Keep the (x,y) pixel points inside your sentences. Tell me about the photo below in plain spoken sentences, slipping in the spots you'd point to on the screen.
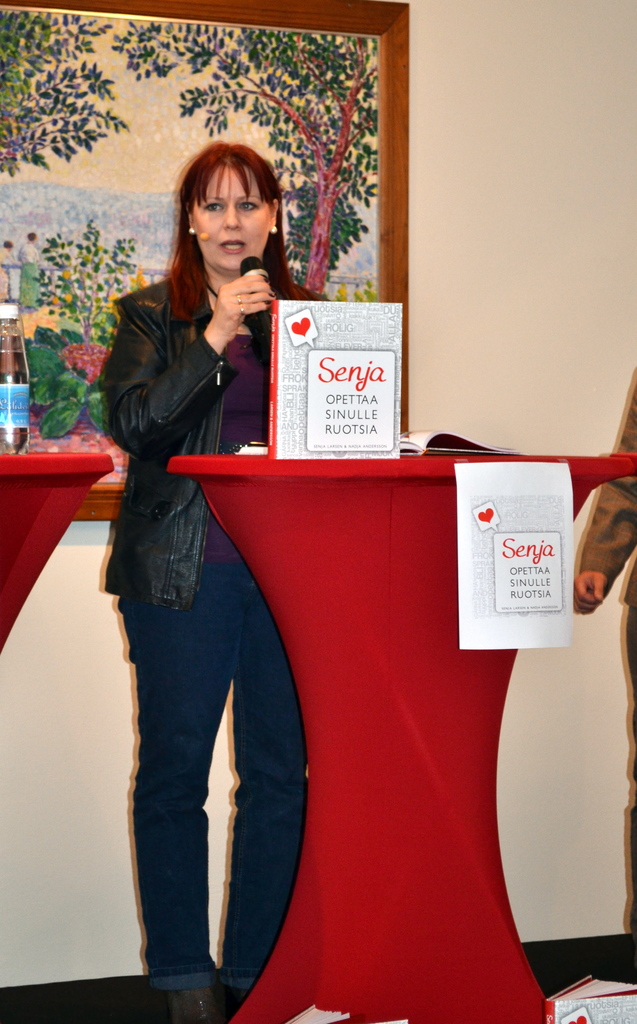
In this image there is a woman (202,347) standing and speaking in a mic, in front of the woman (215,442) on the podium (535,458) there are some objects (394,446), beside the podium (408,606) there is a person (597,521) standing, on the podium (475,854) there are some objects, behind the woman (240,195) there is a photo frame (111,211) on the wall (102,778).
